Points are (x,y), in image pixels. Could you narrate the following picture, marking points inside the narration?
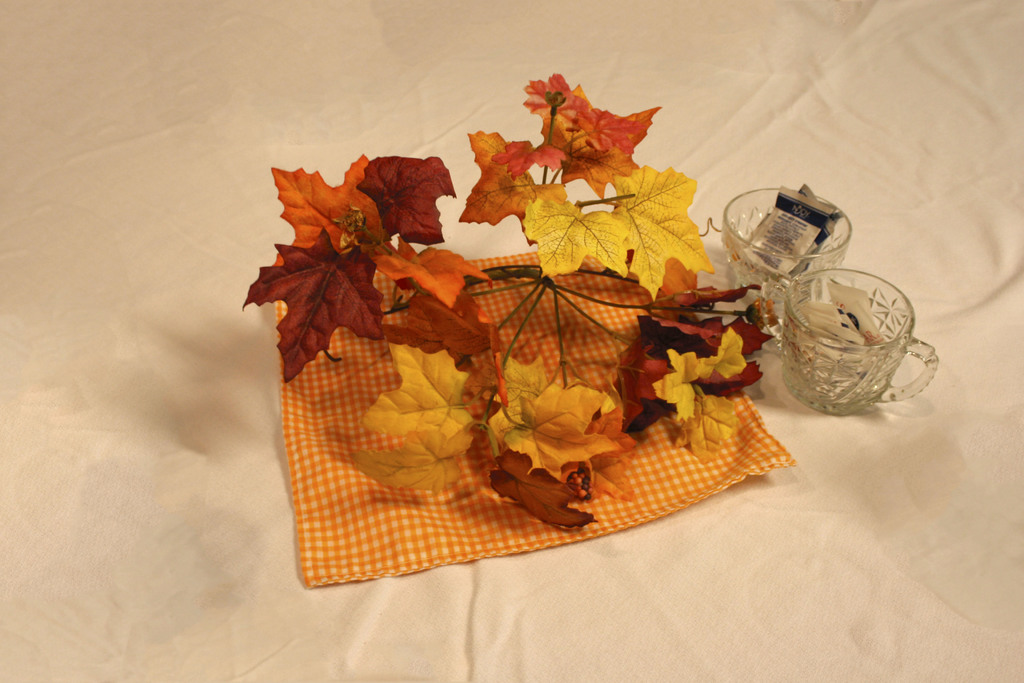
As we can see in the image there is a white color cloth (139,291), glasses (807,269) and leaves (477,312).
